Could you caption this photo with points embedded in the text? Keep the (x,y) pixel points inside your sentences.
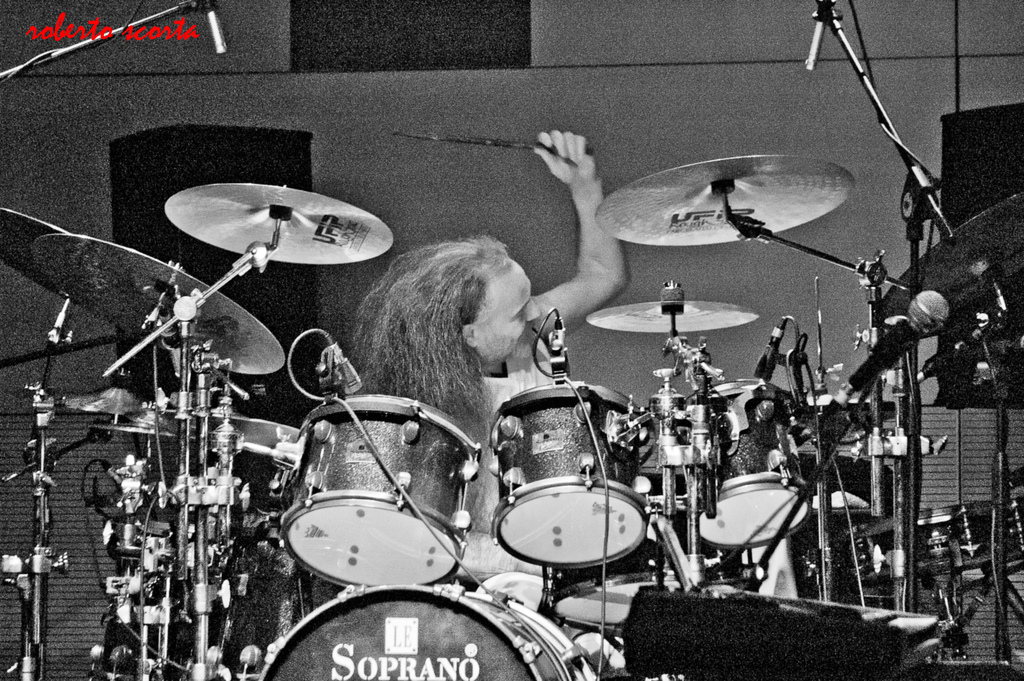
This image consists of a person (515,273) playing drums (502,460). In the front (441,488), we can see the band setup (133,326). He is holding the sticks (437,143). In the background (489,86), there is a wall (11,666).
